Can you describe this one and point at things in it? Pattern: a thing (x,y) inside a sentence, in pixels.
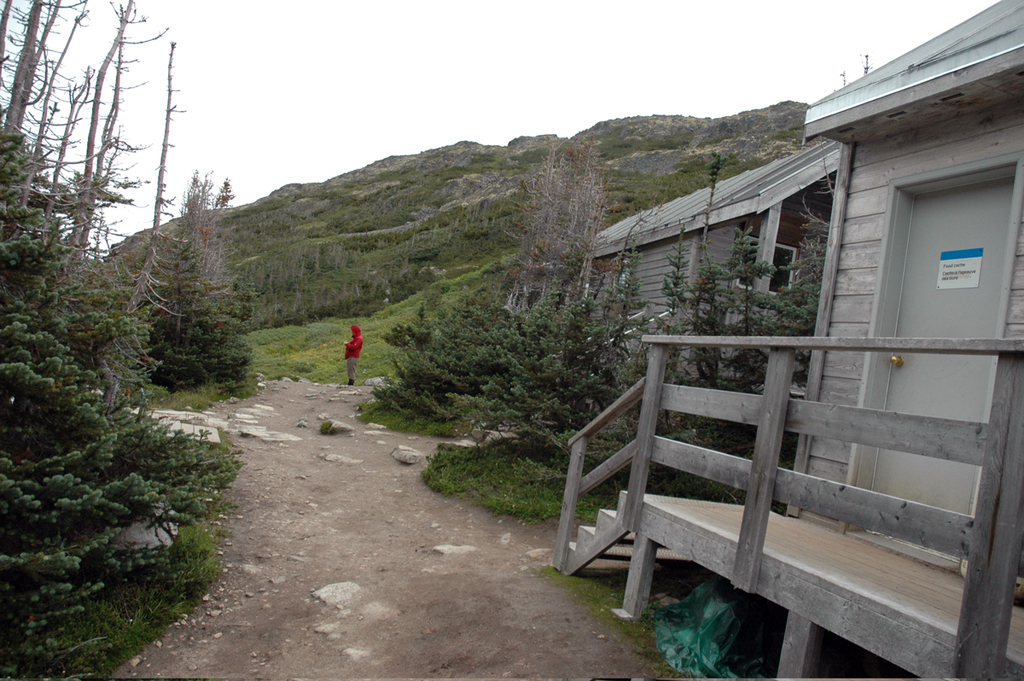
In this image I can see wooden houses (864,483), trees (592,455) and a person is standing on the road (446,441). In the background (718,147) I can see mountains (669,124) and the sky (228,79). This image is taken may be near the mountains (255,320).
